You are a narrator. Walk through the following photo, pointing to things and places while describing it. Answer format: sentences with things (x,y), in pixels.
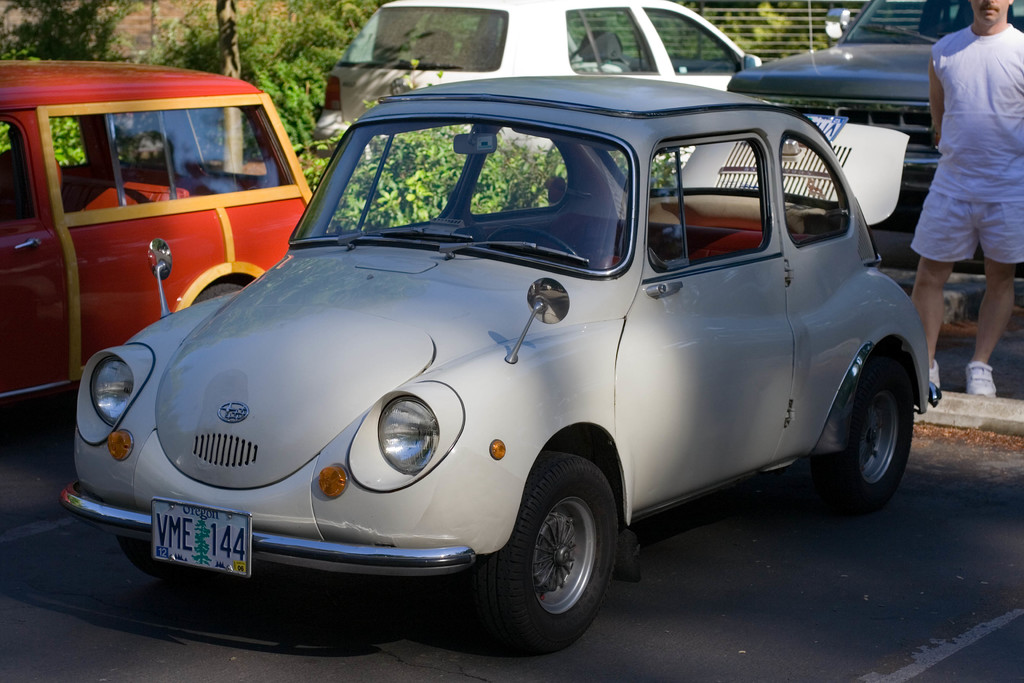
In this image I can see four cars (355,254) which are in white, red and black color. To the side of the cars (755,124) I can see one person (953,101) standing and wearing the white color dress (961,165). To the left (231,18) I can see many trees (243,46) and to the right (773,20) the railing (745,33).
